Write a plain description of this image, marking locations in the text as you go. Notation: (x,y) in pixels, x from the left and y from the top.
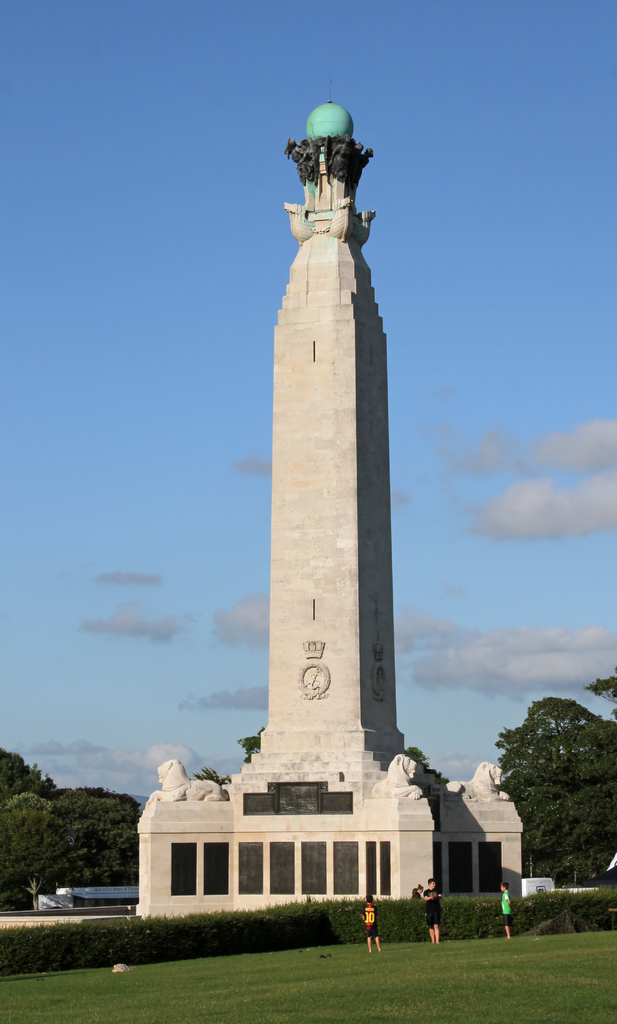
In this picture we can see the grass (278,1011), plants (398,926), four people (372,924) standing, tower (369,892), trees (549,732) and some objects (543,882) and in the background (178,190) we can see the sky (269,468) with clouds (477,523).
